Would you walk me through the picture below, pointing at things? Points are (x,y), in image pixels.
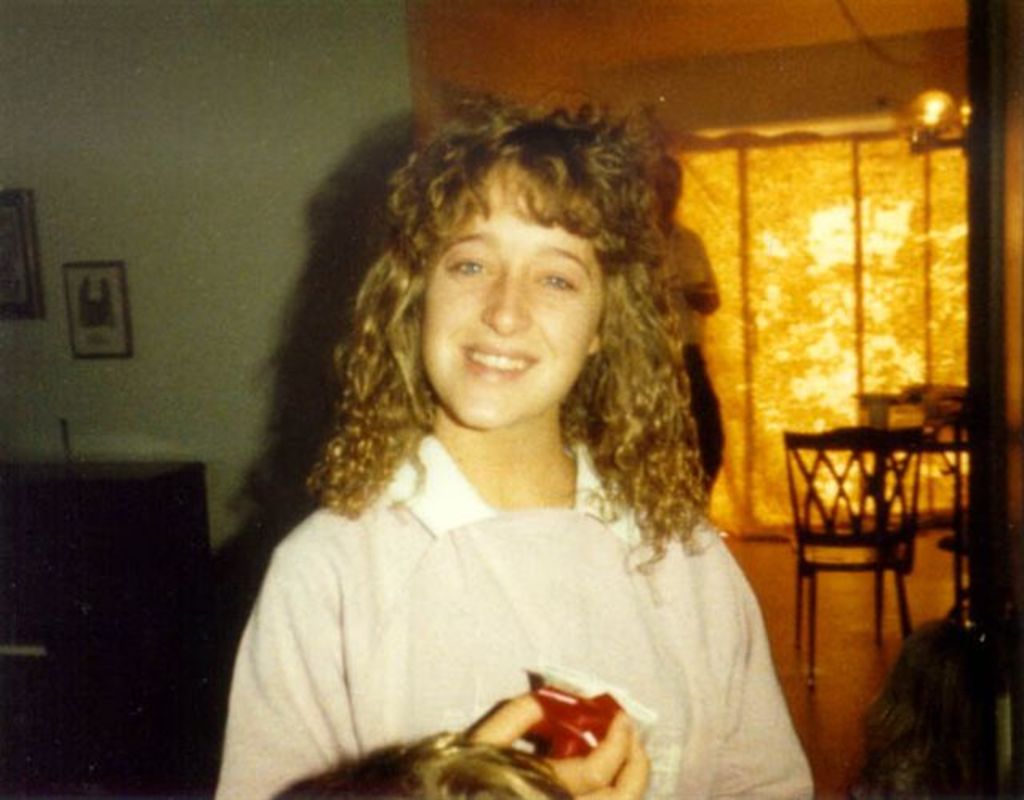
The picture is taken in a room (26,401). In the foreground of the picture (493,439) there is a woman (545,582), she is smiling. At the bottom (389,786) there is a person's head (377,772). On the left (95,315) there are frames (14,256), desk (124,494) and other objects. On the right (903,494) there are chairs (880,473), table (928,442) and lamps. In the center of the background (768,347) there are curtain (704,202) and a person (698,290).
